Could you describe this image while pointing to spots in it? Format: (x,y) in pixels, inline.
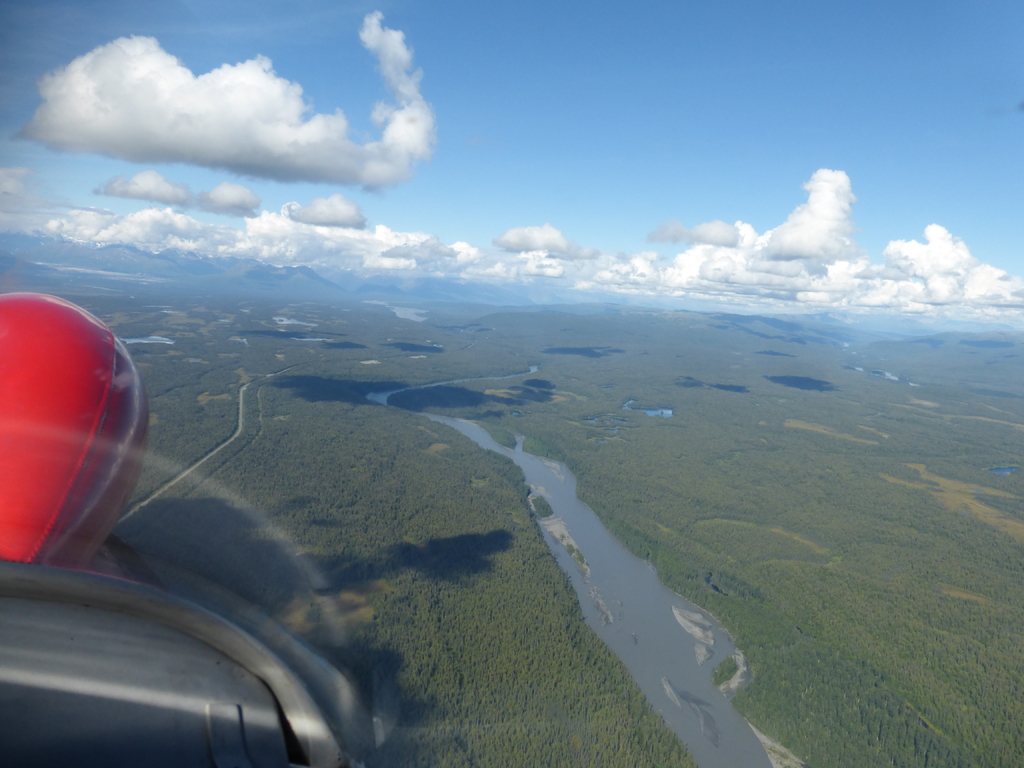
Here we can see a glass (345,661). Through the glass (775,524) we can see the outside view (482,514). Top of the image (46,209), there is a cloudy sky (446,135). Here we can see few mountains (246,264). In the middle of the image (679,322), we can see green color and river (670,705). On the left side (43,420), we can see red and ash color objects (97,668).
